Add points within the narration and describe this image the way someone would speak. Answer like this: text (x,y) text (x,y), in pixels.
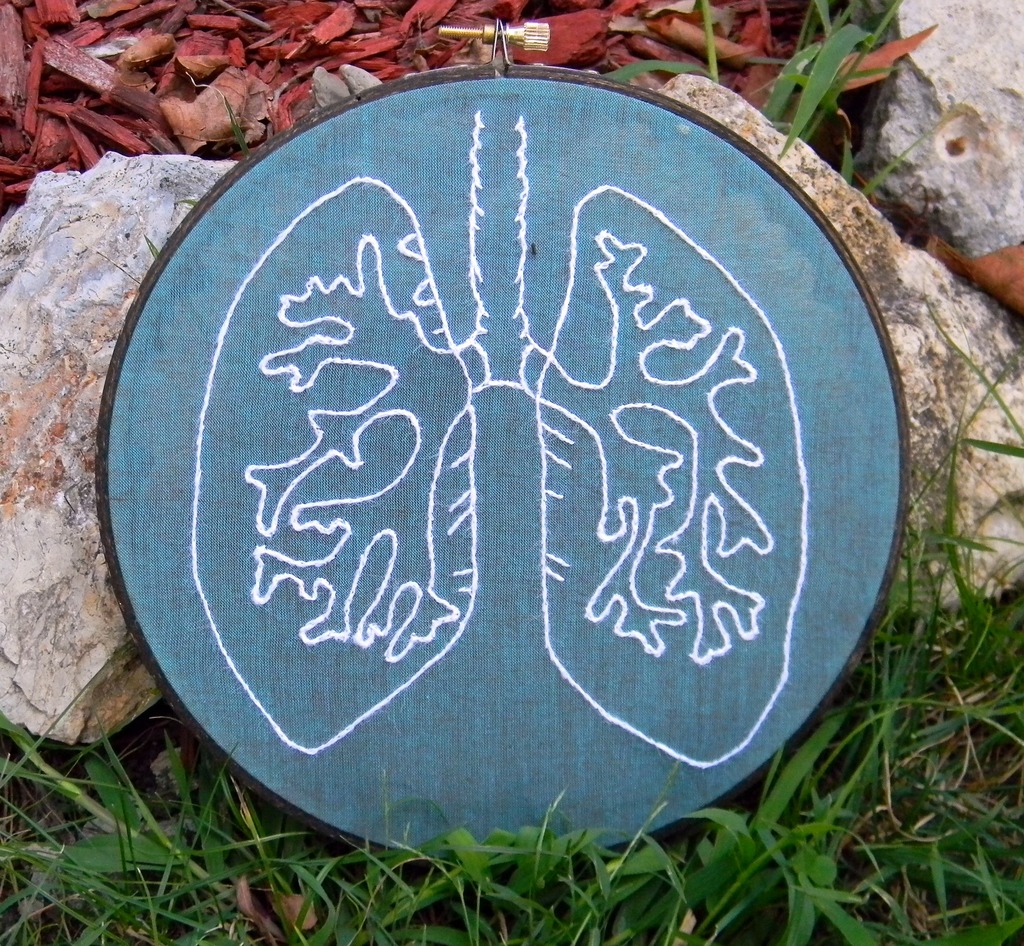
In this image, we can see thread work (313,285) on the ring frame hoop (604,329) and in the background (17,114), there are rocks (947,301), grass (208,825) and we can see sawdust (65,116).
